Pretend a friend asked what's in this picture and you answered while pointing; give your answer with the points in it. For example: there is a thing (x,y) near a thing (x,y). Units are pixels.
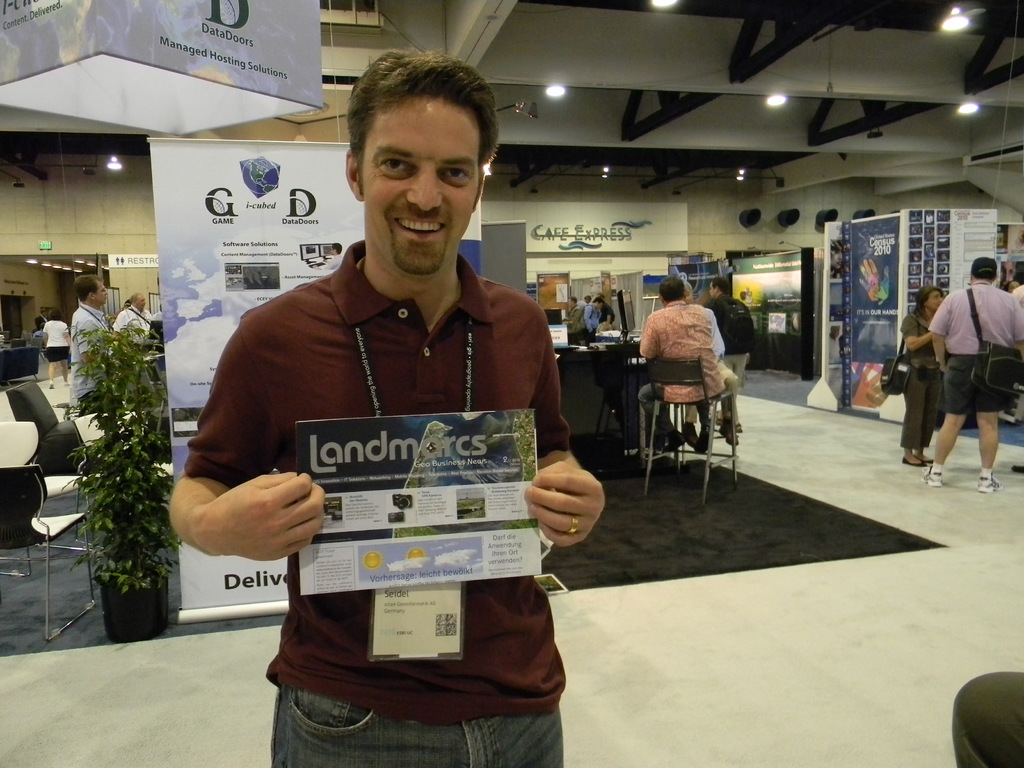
This picture describes about group of people (937,475) few are standing few are seated on the chair (658,380), in the middle of the given image A man (441,365) is holding a paper (418,482) in his hand (546,484), behind him we can find a hoarding (204,235) and a plant (113,520), in the background (888,260) we can see couple of hoardings (828,288) and couple of lights (773,97).
